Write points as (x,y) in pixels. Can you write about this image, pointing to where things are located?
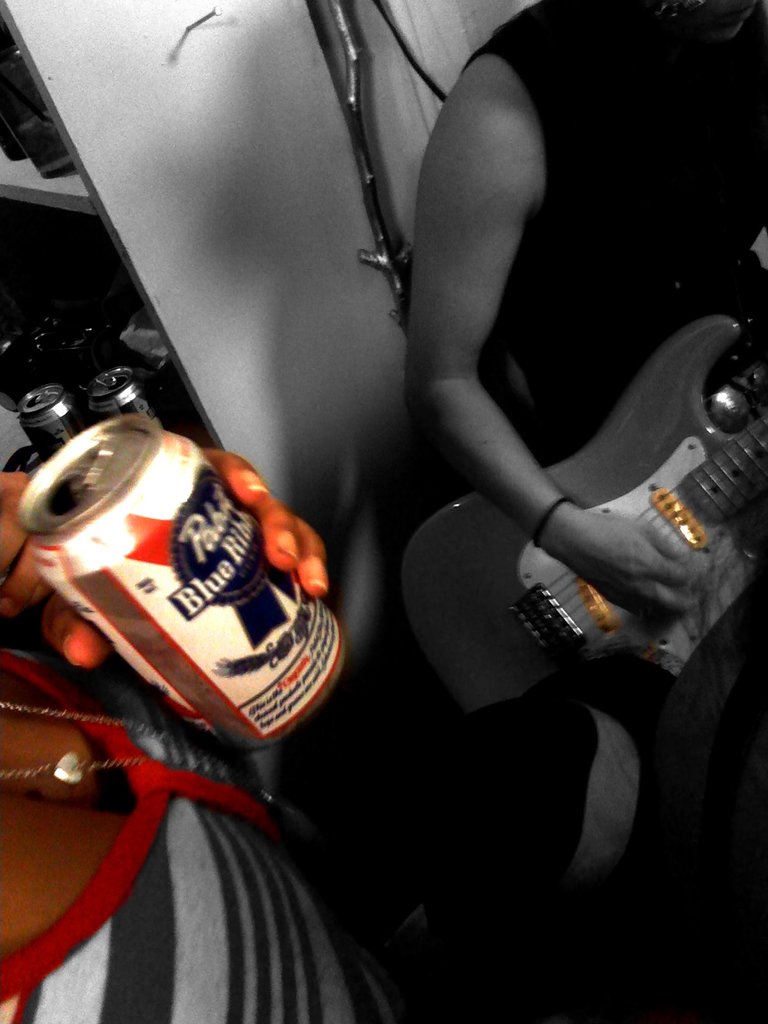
In the picture one person (446,362) holding a guitar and another person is holding a tin (141,473).
